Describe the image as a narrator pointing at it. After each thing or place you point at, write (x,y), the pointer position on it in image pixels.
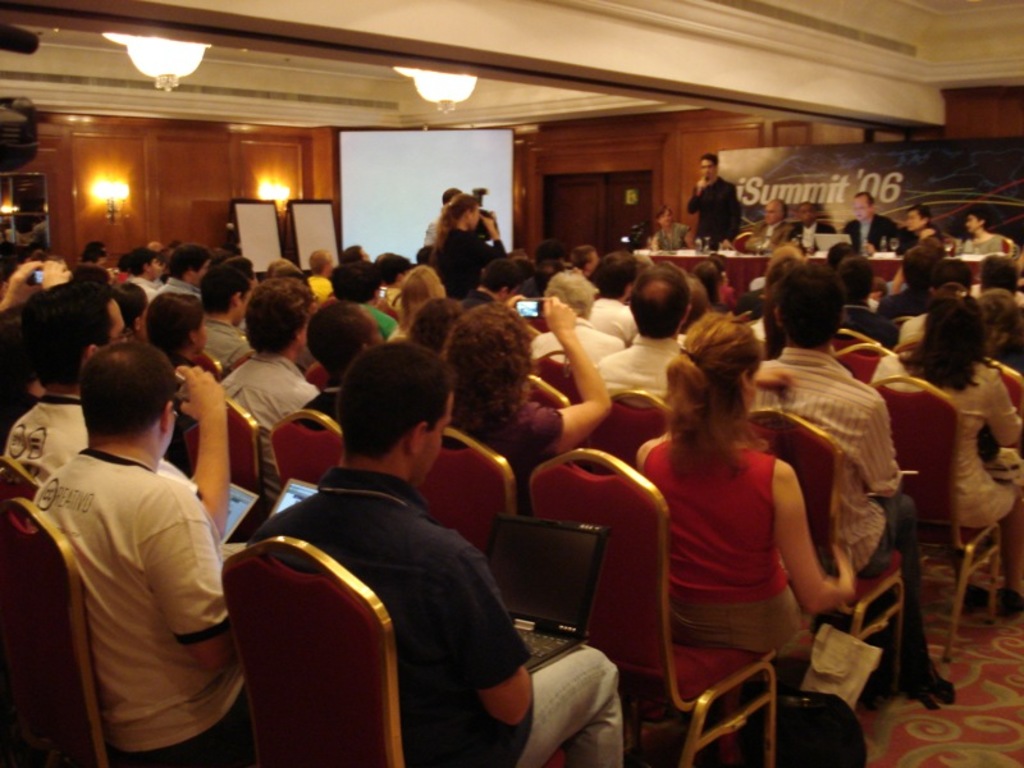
In this picture there are group of people (49,391) those who are sitting on the chairs (738,654) at the left side of the image (219,322) and there is a projector screen (421,237) at the left side of the image (341,151) and there is a stage (1022,181) at the right side of the image (1017,217) and there are some people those who are taking the videos at the left side of the image (196,381).
